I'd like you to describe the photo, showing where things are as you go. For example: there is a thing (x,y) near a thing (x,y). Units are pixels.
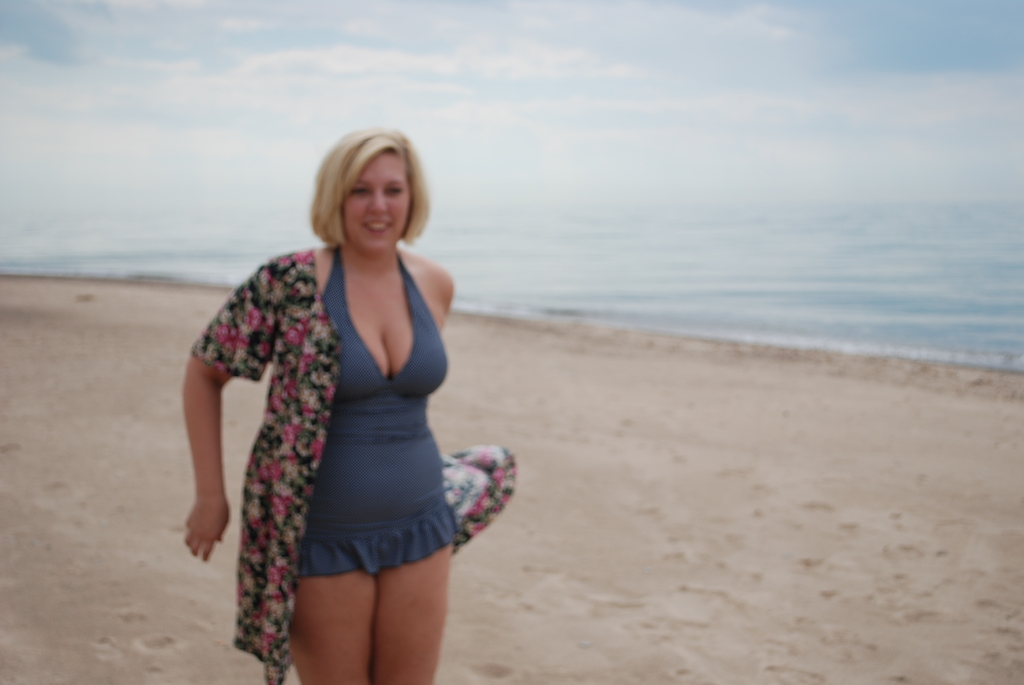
In this image I can see the person (280,431) with the dress (306,535) and the person (336,505) is standing on the sand (579,495). In the background (598,297) I can see the water (550,272), clouds (469,110) and the sky (376,105).
